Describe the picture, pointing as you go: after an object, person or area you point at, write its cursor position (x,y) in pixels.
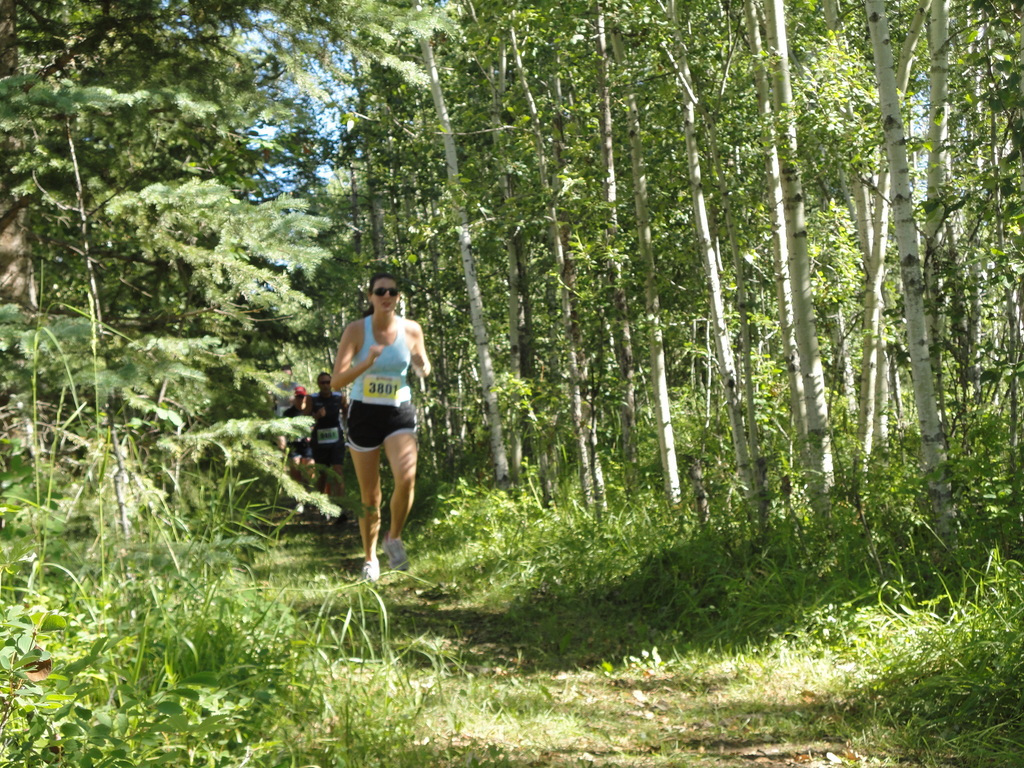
In this picture there are group of people (389,431) running and there are trees (478,227). At the top (328,95) there is sky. At the bottom (459,653) there is grass (488,736).
